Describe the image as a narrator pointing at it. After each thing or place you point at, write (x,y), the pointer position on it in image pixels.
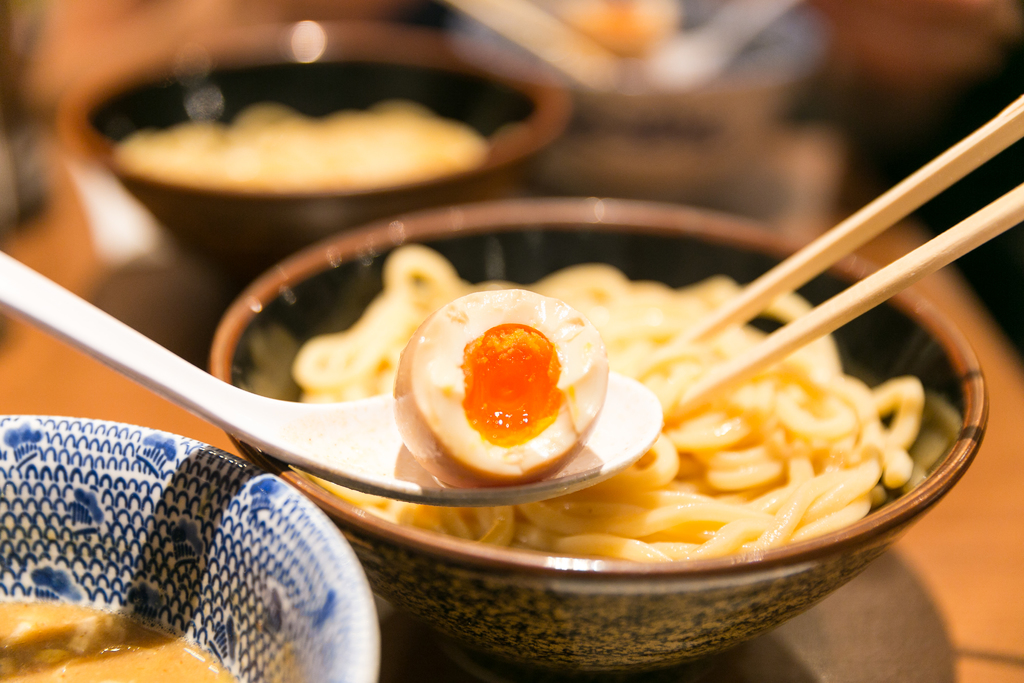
In this image, there is a table (1007,530) on that table (809,636) there is a bowl (762,631) which is in brown color, it contains some food item (898,441), there is a spoon (641,426) which is in white color, there is a egg (524,438) in the spoon (200,391), in the left side (259,564) there is a white color bowl (138,509) which contains some food item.
